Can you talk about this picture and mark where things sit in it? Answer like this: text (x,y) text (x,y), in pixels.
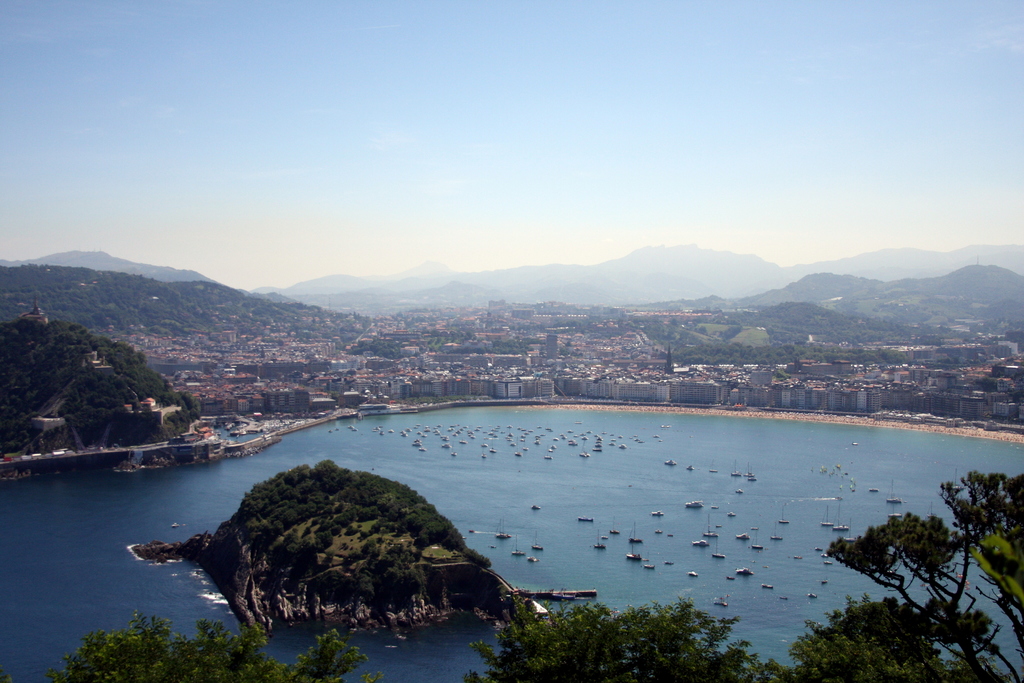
In this image at the center (552,429) there are ships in the water (632,450). At the background (293,310) there are trees (134,374), buildings (578,316), mountains (648,304) and sky (517,120).
